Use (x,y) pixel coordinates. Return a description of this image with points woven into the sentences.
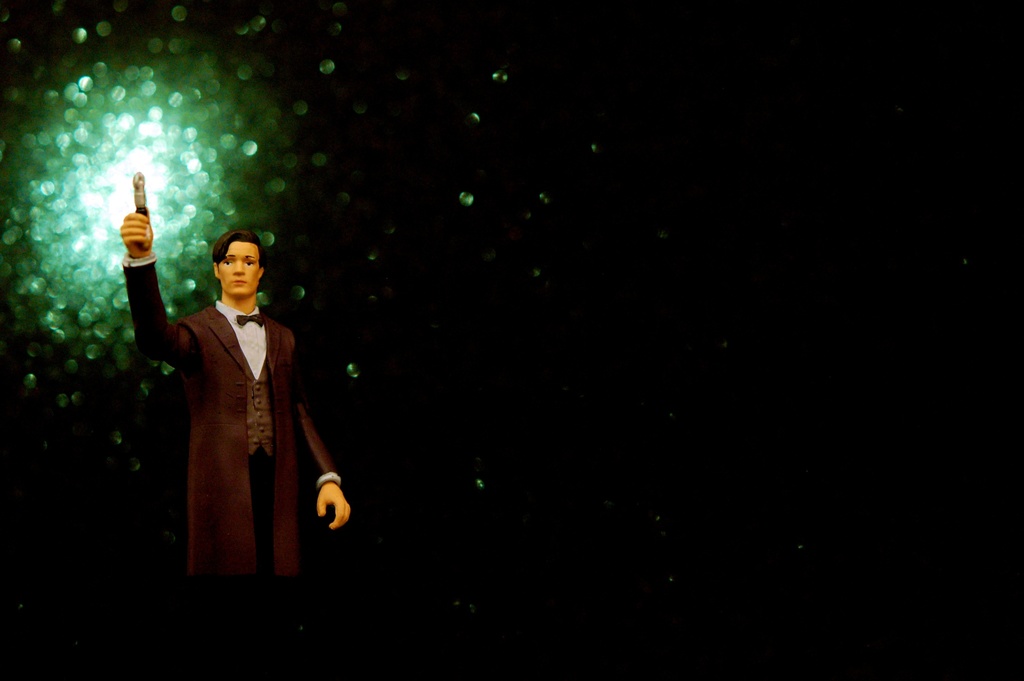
In this image we can see the depiction of a man (223,487) holding an object (140,177) and standing. We can see the lights (154,118) and the background of the image (577,666) is in black color.
